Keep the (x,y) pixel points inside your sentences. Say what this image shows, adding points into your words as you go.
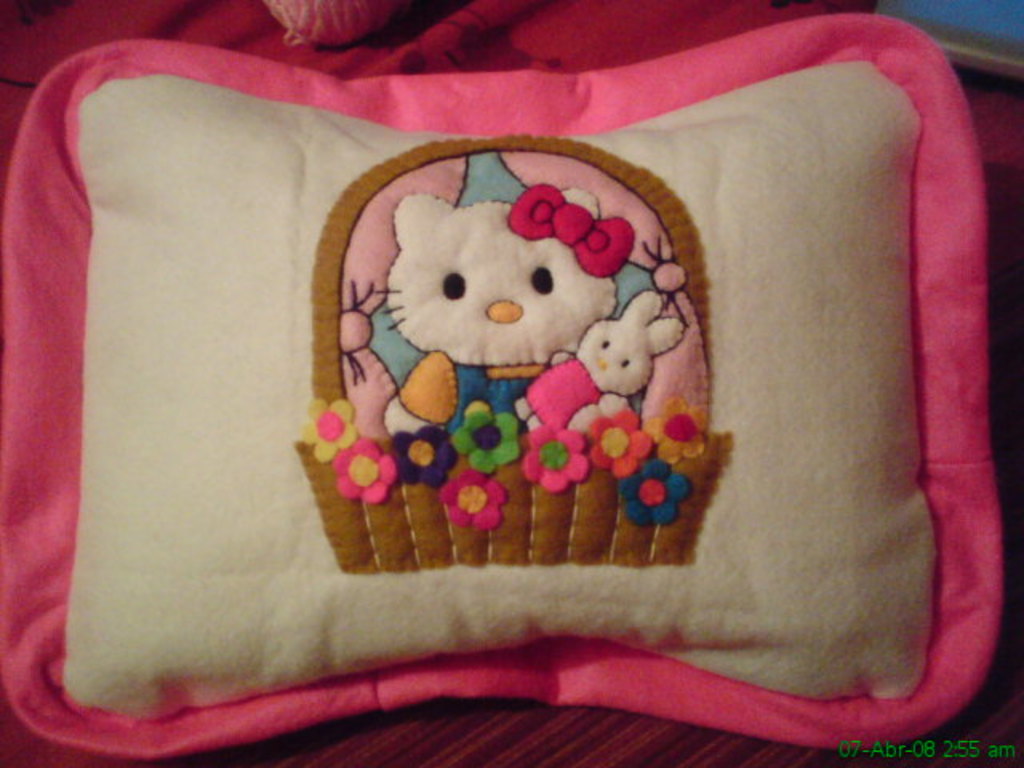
In this image I can see a pillow (221,234) which is in white and pink color, on the pillow (466,446) I can see two dolls (602,332) and few flowers (334,429) in multicolor.
